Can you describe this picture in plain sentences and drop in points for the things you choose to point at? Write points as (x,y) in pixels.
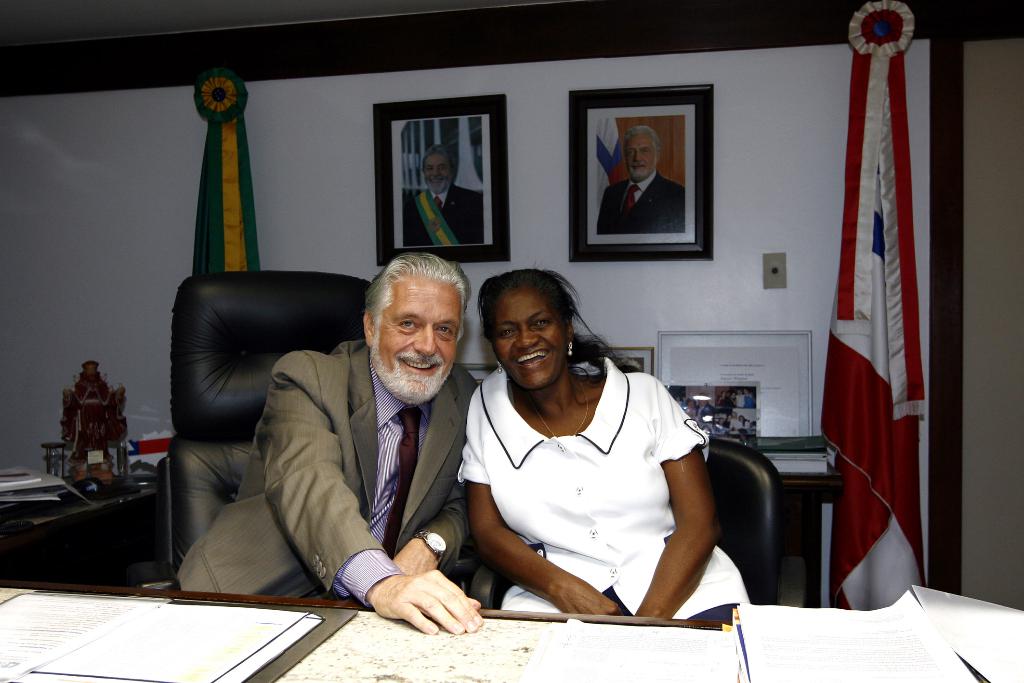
In the image we can see there are two people (664,470) who are sitting on chair (204,462) and at the back (759,199) there is a wall (720,194) on which there are two photo frames (672,203).
